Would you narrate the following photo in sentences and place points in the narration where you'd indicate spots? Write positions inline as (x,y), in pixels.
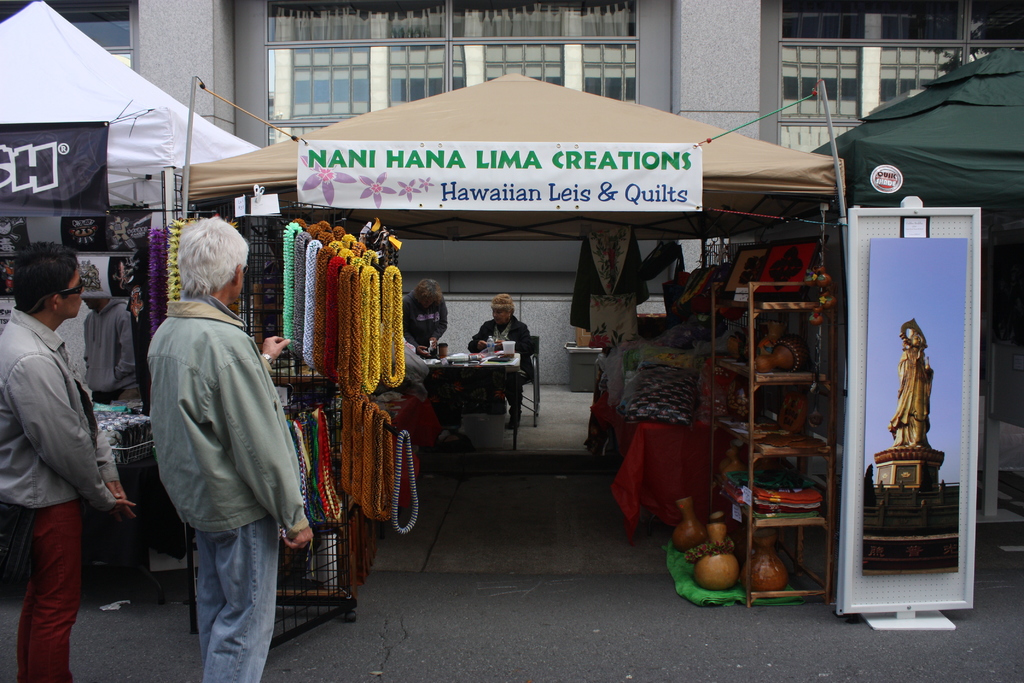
In this image, we can see few stalls (431,367), banners (951,384). Here we can see some objects (734,425), grill (249,304), few things (722,559). At the bottom (610,634), there is a road (515,661). Here we can see few people (49,673). Few are standing. Here a person (523,351) is sitting on the chair (536,374). Background (723,103) there is a house (718,120), glass windows (560,74), curtains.
